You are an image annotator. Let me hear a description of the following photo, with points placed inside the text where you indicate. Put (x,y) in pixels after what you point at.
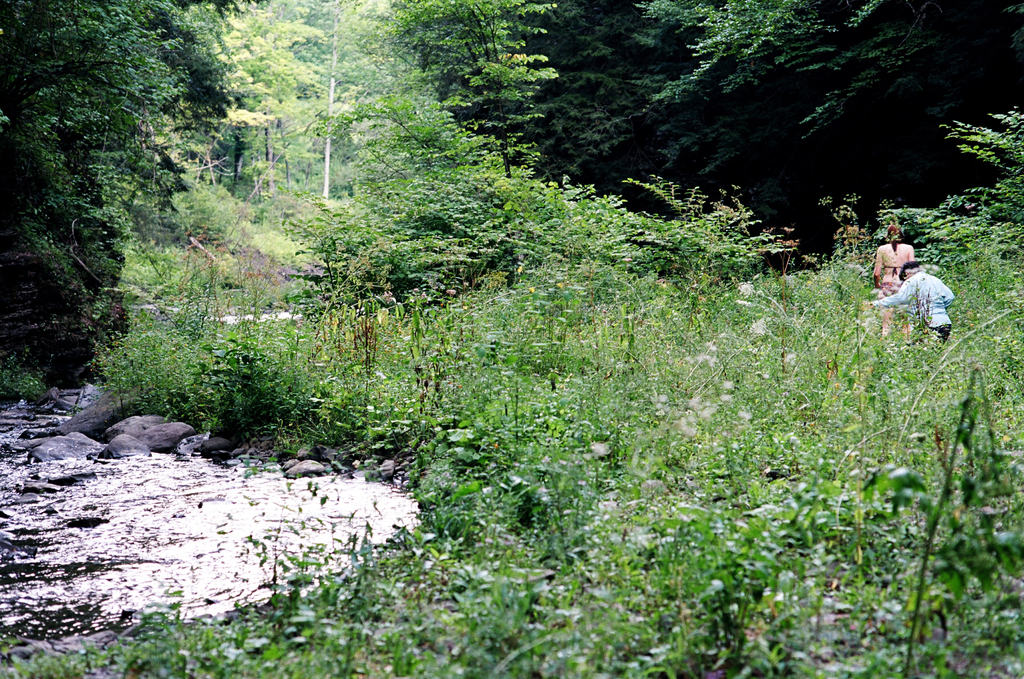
In this image I can see the water (106,530), few rocks (81,443), few plants (354,399) which are green in color and two persons (926,312) standing on the ground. In the background (29,96) I can see few trees (578,84) which are green in color.
